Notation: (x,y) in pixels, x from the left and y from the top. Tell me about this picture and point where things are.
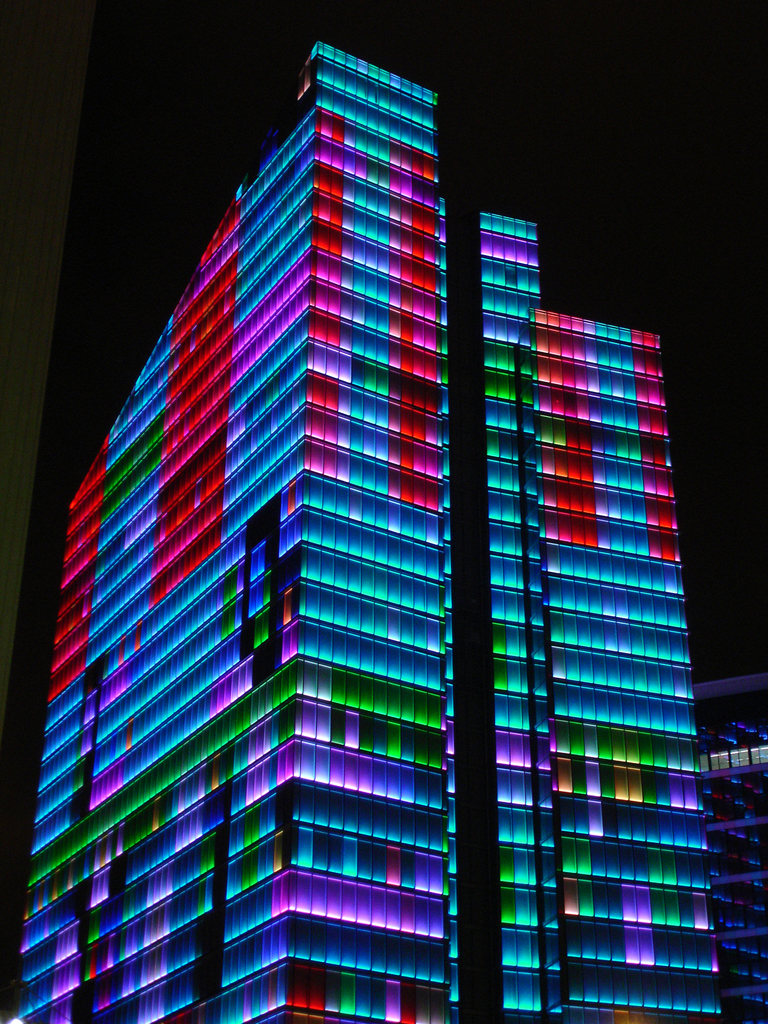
In the image there is a building (293,500) with colorful lights (360,469). And there is a dark background (482,178).
